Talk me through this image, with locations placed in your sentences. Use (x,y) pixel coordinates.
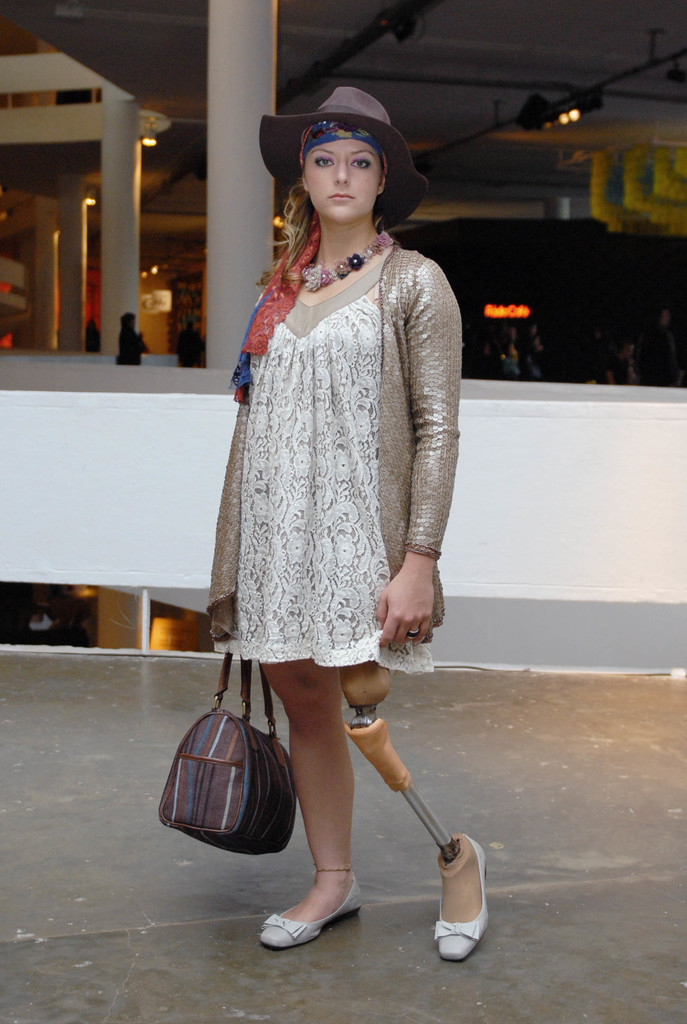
The women (363,389) in the picture is holding a bag (231,747) in her right hand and having artificial limb (421,815) to her left leg (429,819).
